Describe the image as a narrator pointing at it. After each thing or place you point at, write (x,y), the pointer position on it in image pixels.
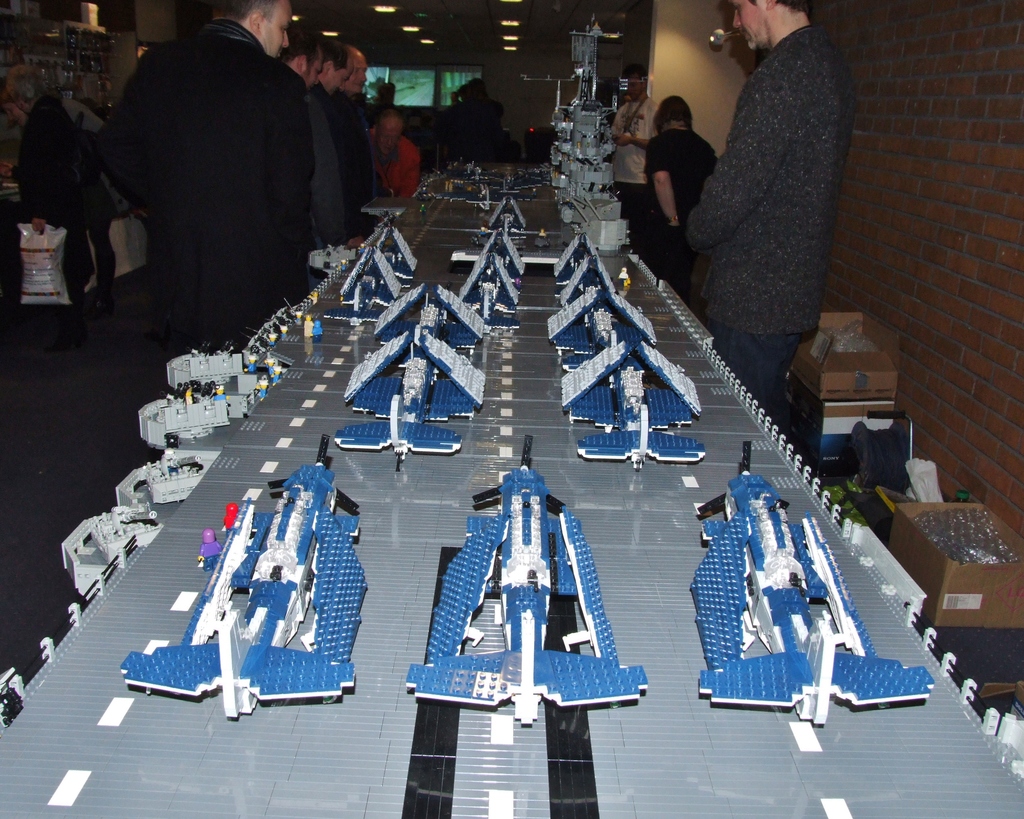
In this picture I can see Lego toys (414,358) on the board (664,465), there are cardboard boxes (872,335), group of people (292,67) standing, lights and some other items (25,49).
